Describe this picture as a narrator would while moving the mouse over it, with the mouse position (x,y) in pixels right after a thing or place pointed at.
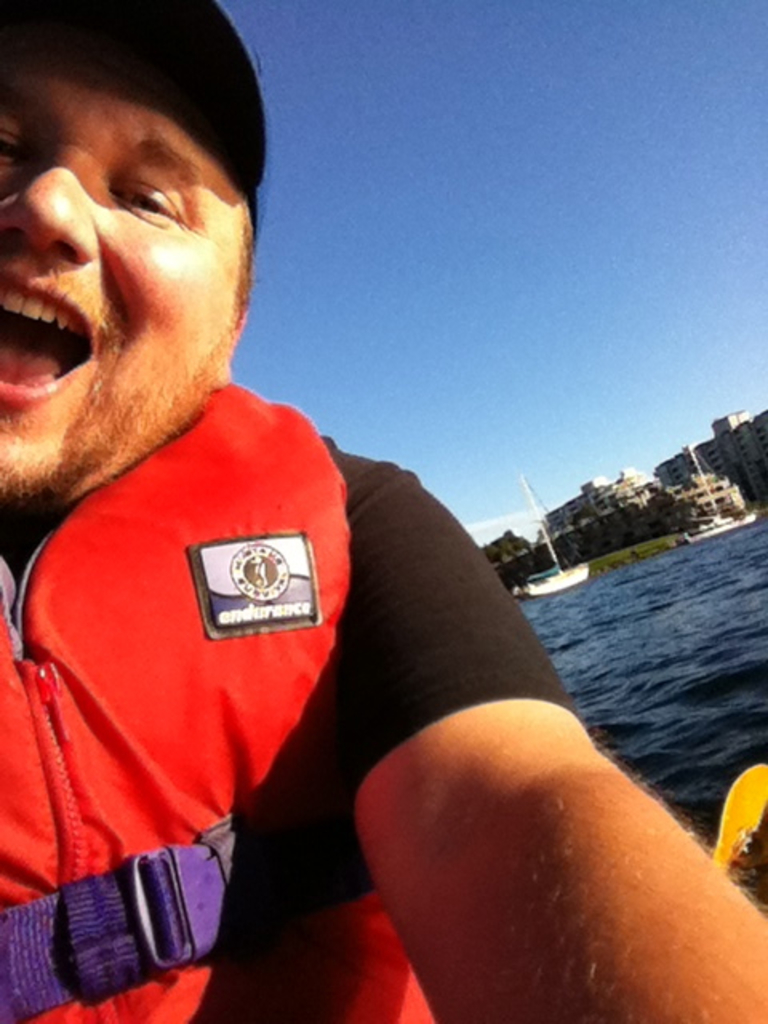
This image consists of a man (277,721) wearing a red jacket (283,780). At the bottom (694,732), we can see water (679,676). In the background (731,483), there are boats (568,570) along with buildings (610,503). At the top (626,187), there is sky (649,218).
